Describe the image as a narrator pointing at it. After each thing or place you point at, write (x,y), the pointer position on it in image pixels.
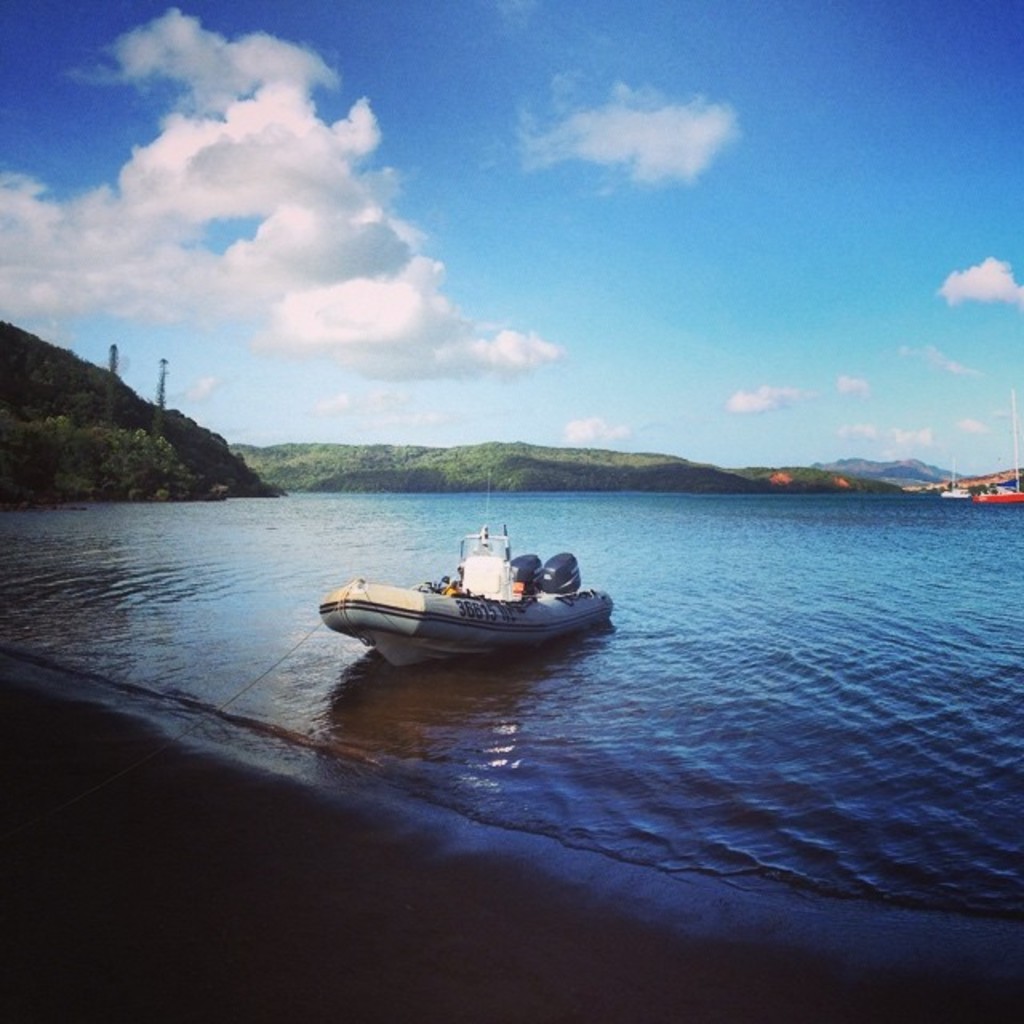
In this picture we can see boats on water (848,715) and in the background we can see trees (869,486), mountains (883,479) and sky (1012,369) with clouds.
